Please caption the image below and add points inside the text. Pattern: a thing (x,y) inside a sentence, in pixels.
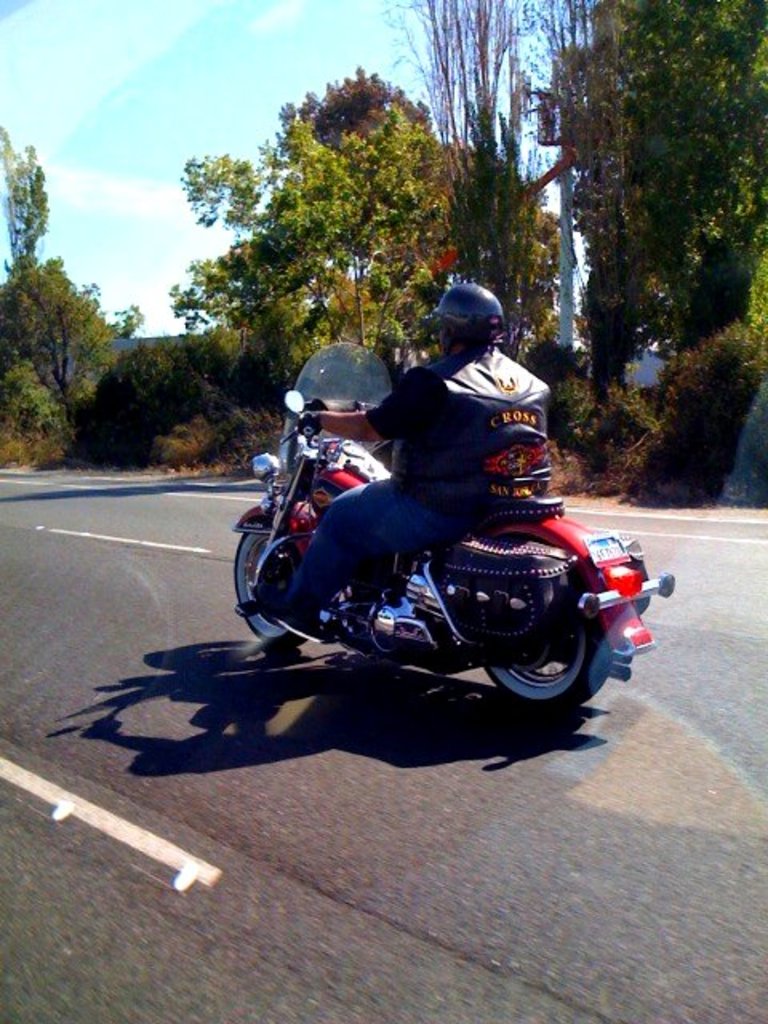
In this image can see a person (307,605) riding on the motorcycle (294,518). and he's wearing a helmet (471,319) and on the right corner (652,150) i can see a trees (482,150) and there is a sky (208,90) and sky (109,169) in blue color.
